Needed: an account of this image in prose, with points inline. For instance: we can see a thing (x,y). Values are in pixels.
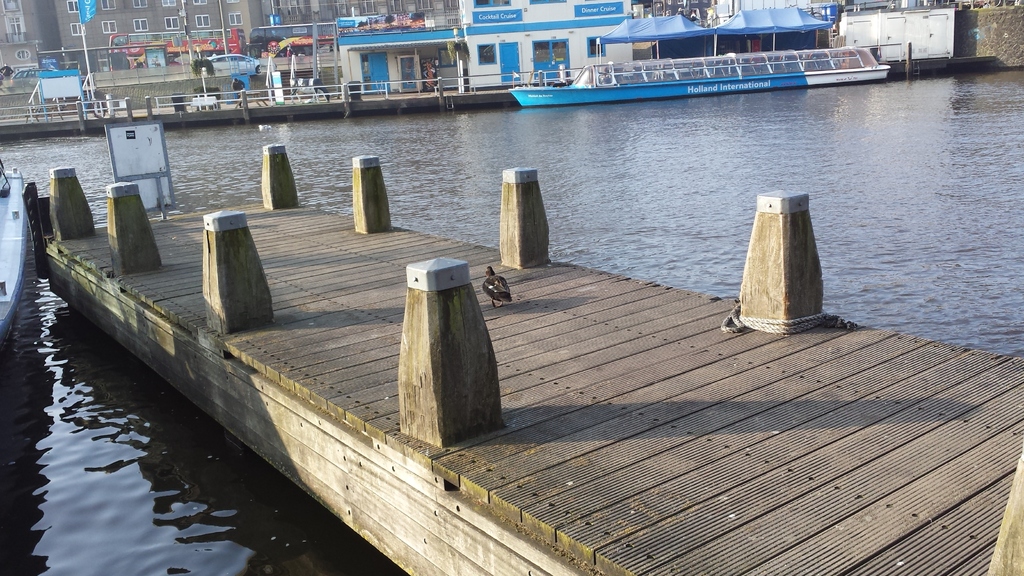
There is a deck (441,245) with small poles (432,273). On that there is a bird (498,287). Also there is water (422,144). There is a boat (646,68) on the water (680,107). In the back (593,38) there are railings (180,98), buildings (393,31), tents (609,42) and poles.
